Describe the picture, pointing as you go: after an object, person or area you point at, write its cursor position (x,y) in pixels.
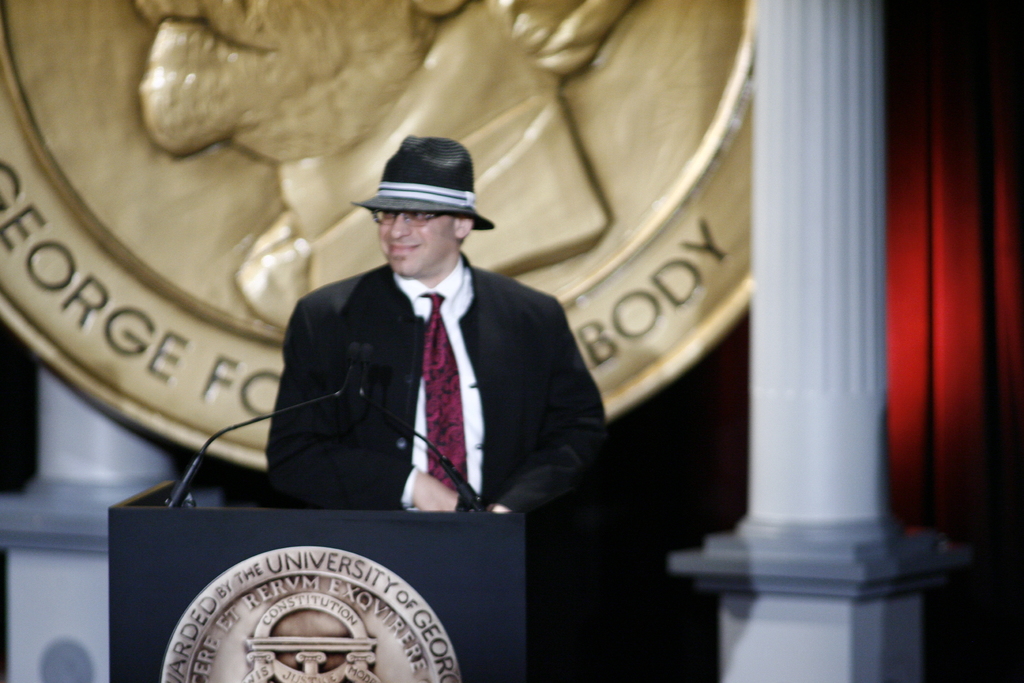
In this picture there is a man (476,415) standing and smiling and wore hat (451,194), in front of him we can see microphones (340,396) on the podium (327,513). In the background of the image (738,295) we can see pillars (863,355), curtain (935,343) and board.
